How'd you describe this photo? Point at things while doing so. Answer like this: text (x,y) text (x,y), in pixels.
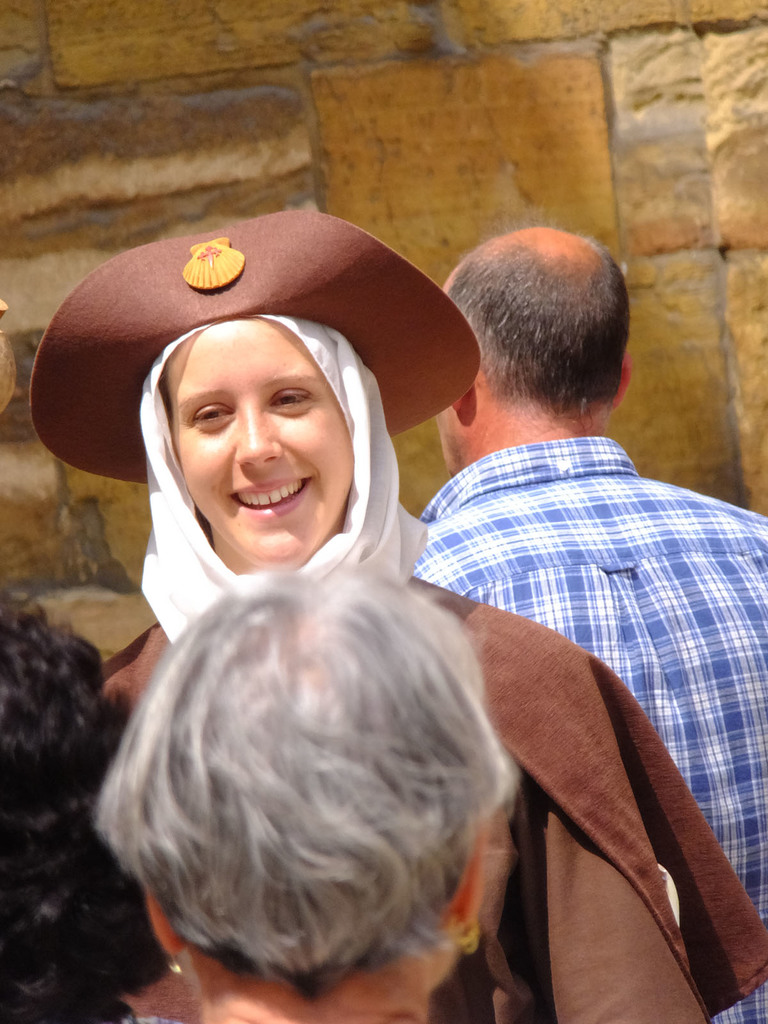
In this image I can see few people (390,561) and I can see one of them is smiling. I can also see a woman (297,459) is wearing a hat (176,322) and the brown colour dress (570,1005). In the background (738,421) I can see the wall (573,31).
